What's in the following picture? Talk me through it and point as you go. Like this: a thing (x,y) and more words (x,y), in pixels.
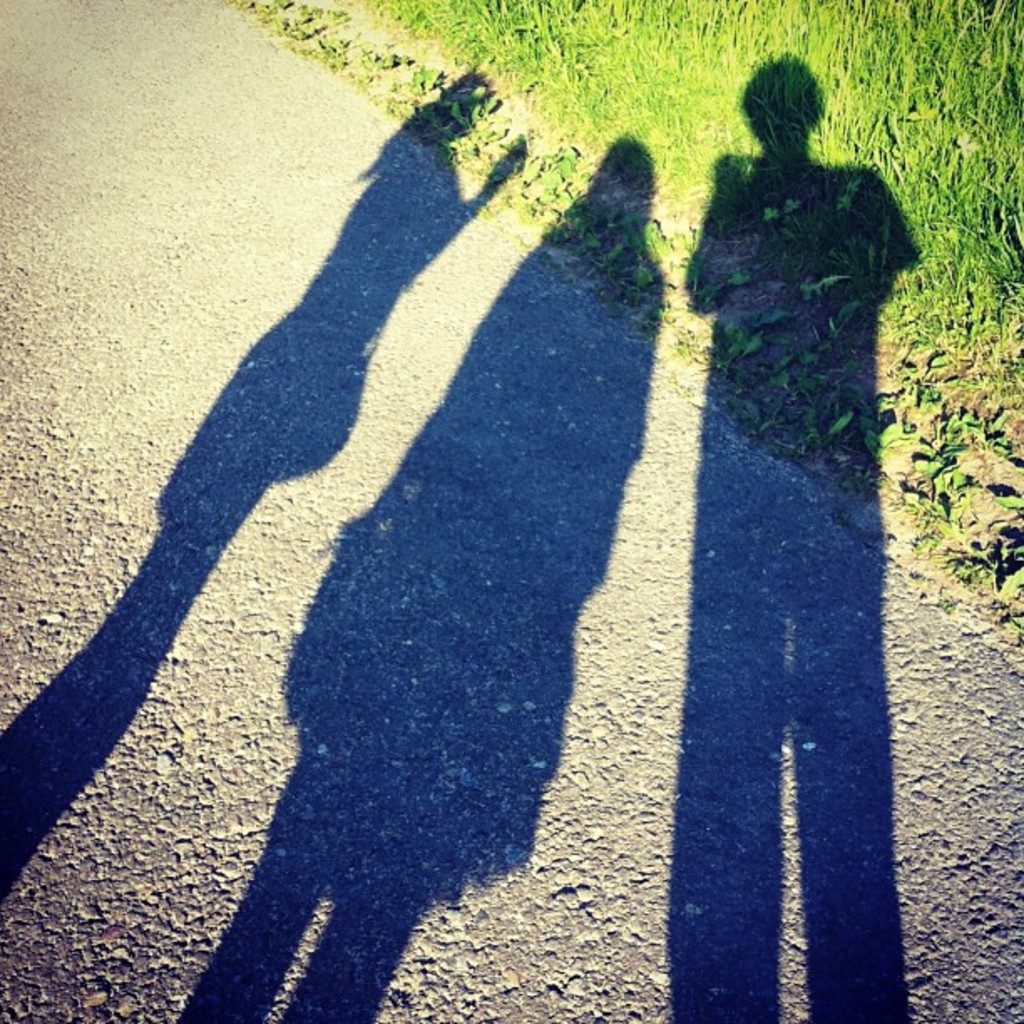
We can see shadow (716,539) of three persons (578,441) and we can see road (408,160) and grass (933,142).
